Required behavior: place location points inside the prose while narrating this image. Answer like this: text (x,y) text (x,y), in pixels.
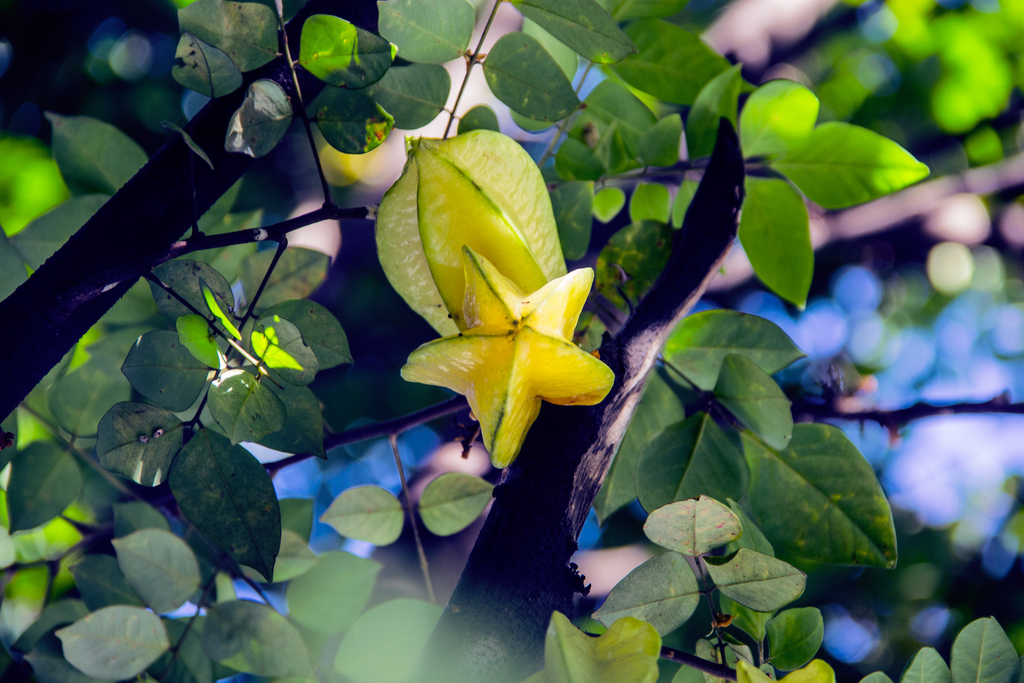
This is the zoom-in picture of branch (485,632) of a tree (676,307) where we can see bark (506,520), leaves (733,348) and star fruit (500,242).
